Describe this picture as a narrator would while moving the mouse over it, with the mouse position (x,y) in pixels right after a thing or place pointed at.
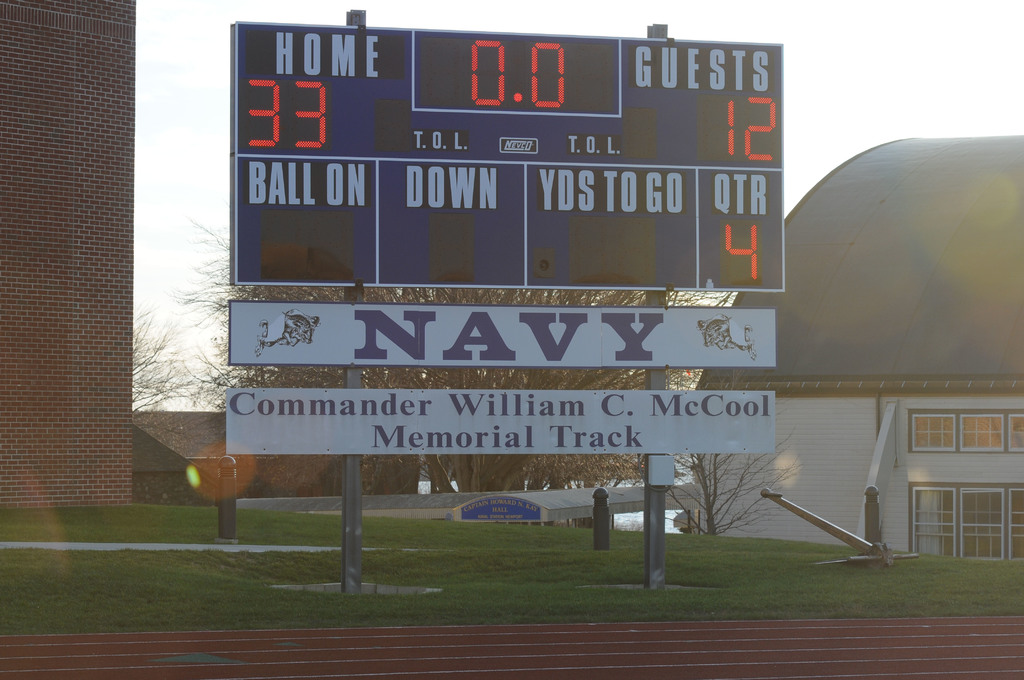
In this image there is a board (615,283) with some text (382,323) on it placed on the surface (556,591) of the grass (595,604) and there are few objects (224,518) on the surface (332,577), in the background (81,390) there are buildings (90,418), trees (492,378) and the sky (851,89).
